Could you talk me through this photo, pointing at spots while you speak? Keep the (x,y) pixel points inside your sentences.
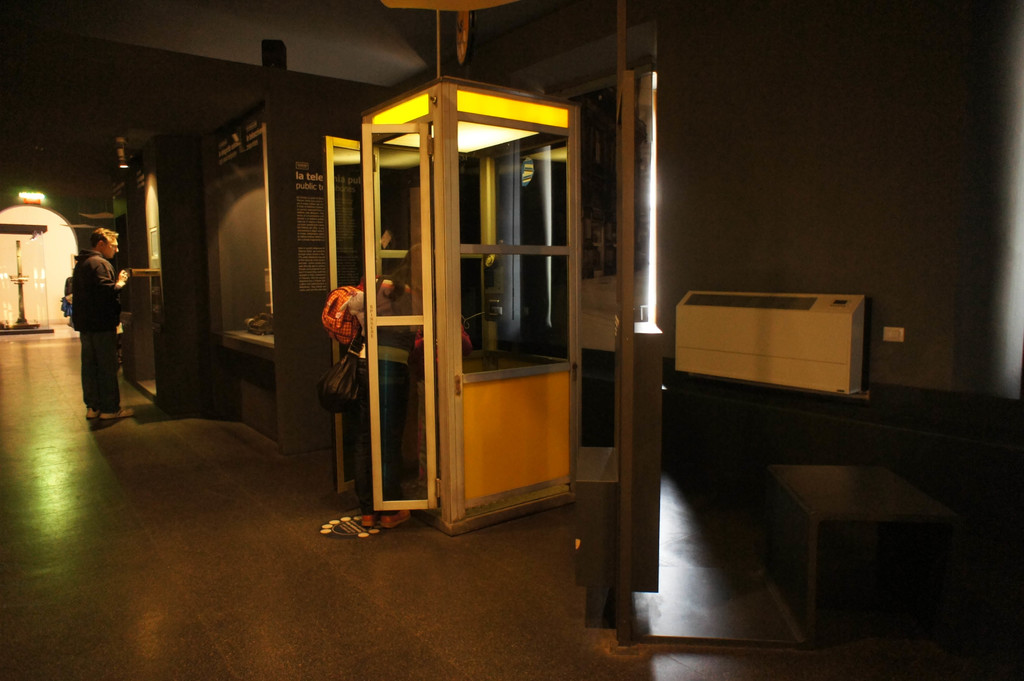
In this image we can see few people (361,410) and they are carrying some objects (327,391). There are few boards (155,237) on the walls (55,287). There are few objects (821,484) at the right side of the image (835,476). There is an object (39,283) at the left side of the image (26,290).
